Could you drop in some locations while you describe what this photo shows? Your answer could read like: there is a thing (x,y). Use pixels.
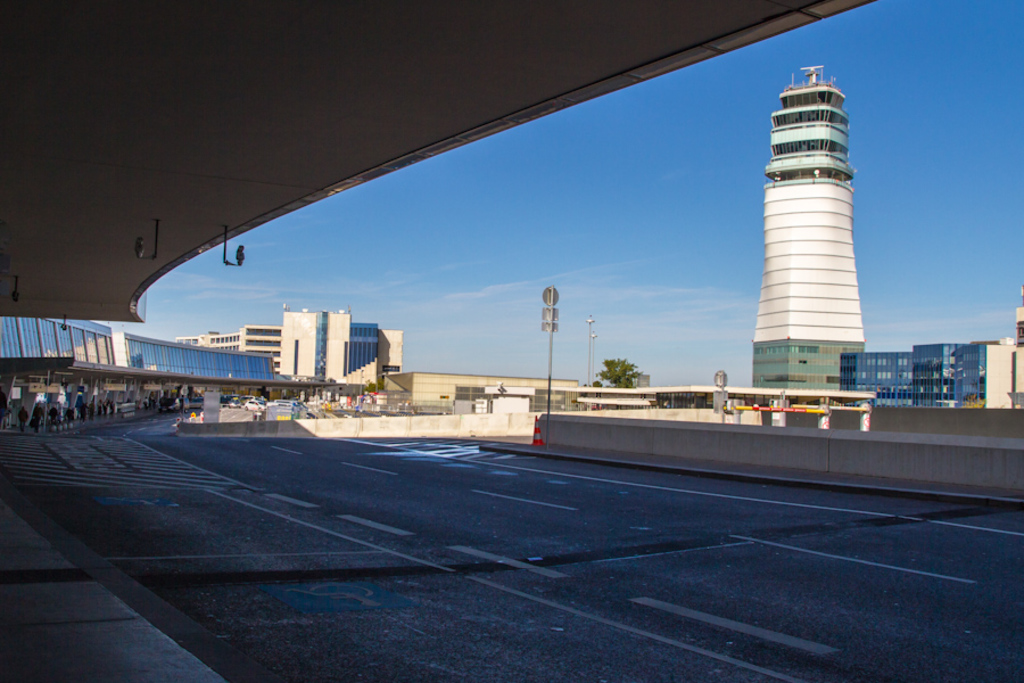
There is a road (305,475). On the left side of the road (516,581) there are buildings (195,366). On the right side (722,430) there is a wall (702,431). Near to that there is a traffic cone (537,420). There are poles (549,367). In the back (823,366) there are many buildings (799,372). In the background (613,378) there is tree (628,378) and sky (554,252).
